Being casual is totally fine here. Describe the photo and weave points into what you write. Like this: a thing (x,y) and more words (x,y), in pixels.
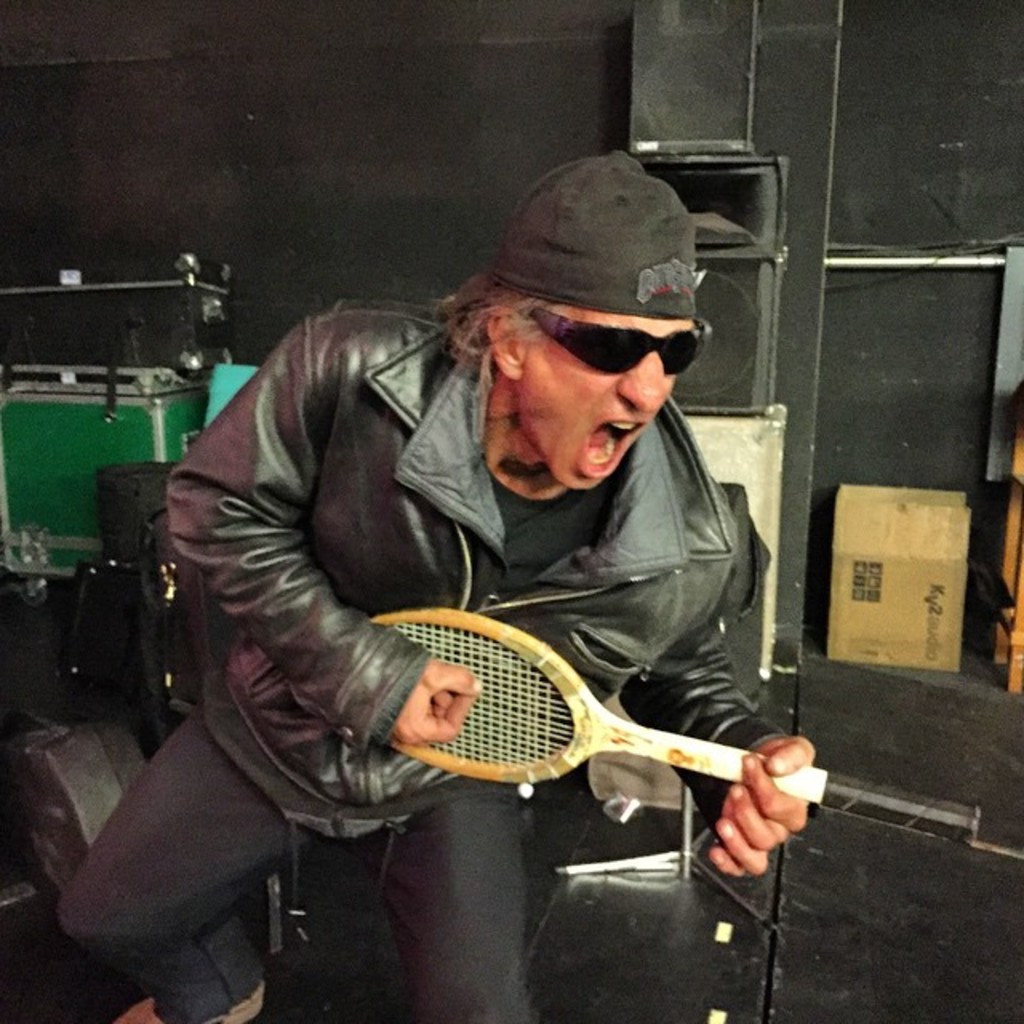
In this image there is a person (219,855) crouching, there is a person (430,680) holding an object (469,655), there is a person (437,696) singing, there are objects (98,418) on the surface (956,736), there are objects (967,537) truncated towards the right of the image (1018,449), there are objects (70,747) truncated towards the left of the image (92,364), the background of the image there is a black color wall (589,148) truncated.
